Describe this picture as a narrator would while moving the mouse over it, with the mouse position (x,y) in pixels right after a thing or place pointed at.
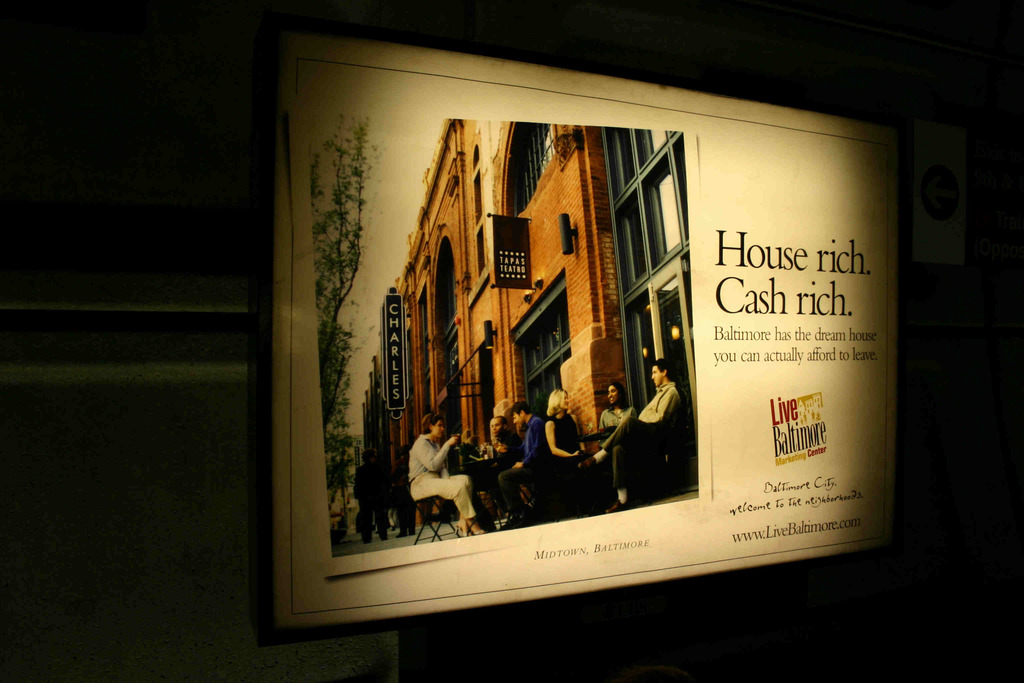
In this image I can see a board (731,387). In the board (648,284) I can see few buildings (550,265), windows (636,201), trees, boards (522,264) and few people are standing and few people (641,426) are sitting on chairs (541,474) and something is written on the board (846,354). Background (44,443) is in black color.
